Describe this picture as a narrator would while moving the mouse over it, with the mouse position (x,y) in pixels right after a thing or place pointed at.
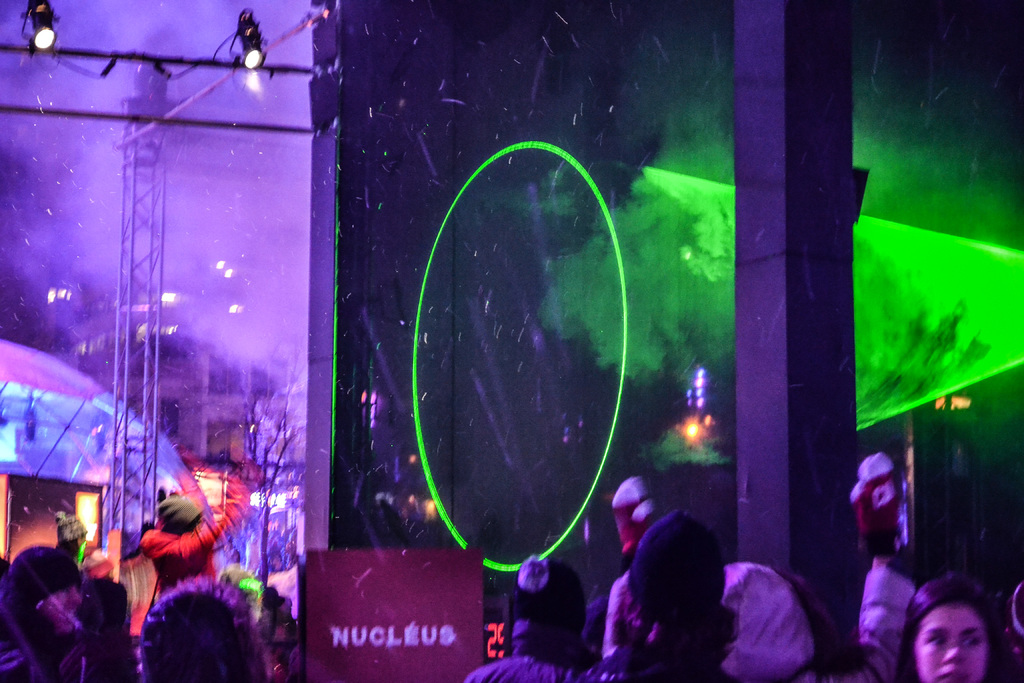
In this image, we can see people (799,603) and some are wearing caps (699,602) and in the background (575,518), we can see a pole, pillar (749,457), stand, lights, tents (36,358), building (145,307) and rods (287,69).
